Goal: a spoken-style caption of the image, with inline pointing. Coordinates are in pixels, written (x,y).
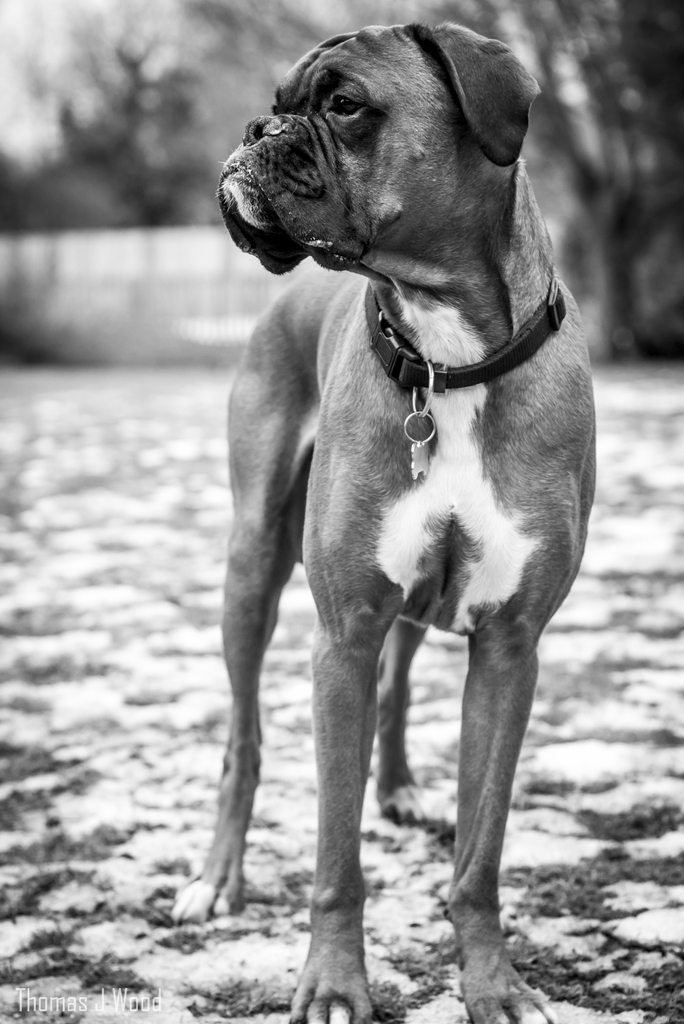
In this picture, we can see a dog (373,507) on the floor (173,464), and the blurred background (150,344).
